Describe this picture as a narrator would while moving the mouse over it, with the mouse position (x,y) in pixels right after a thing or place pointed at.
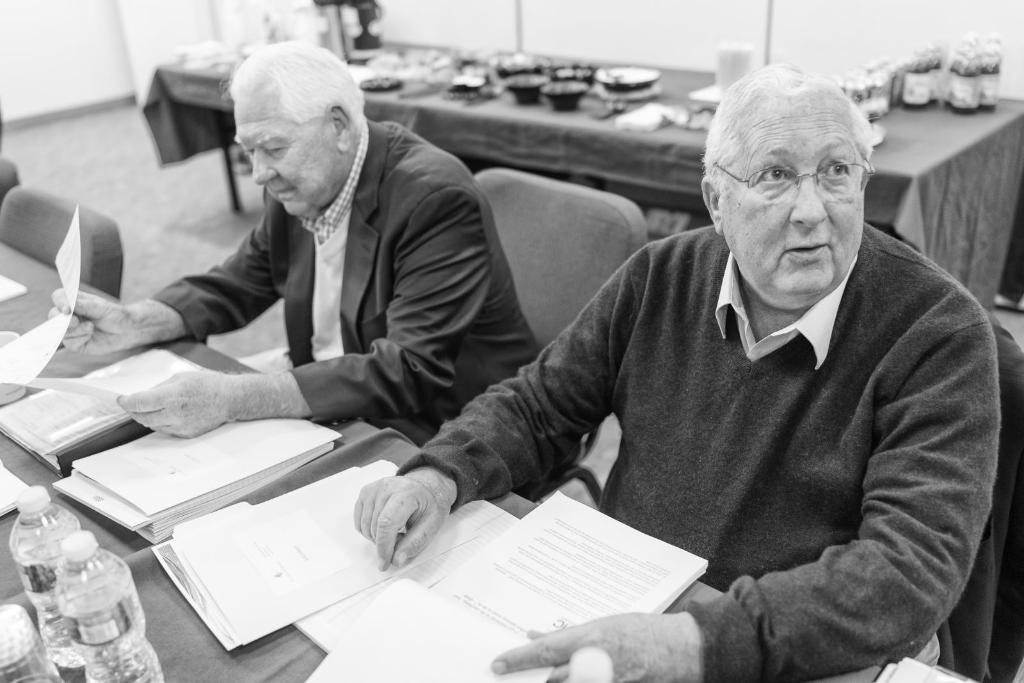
This picture is in black and white. In this picture, we see two old men (688,292) are sitting on the chairs (603,271). Beside them, we see two empty chairs (555,301). In front of them, we see a table (274,664) on which papers (317,553), books (120,465) and water bottle (26,557) are placed. Behind them, we see a dining table (544,126) on which bowls (532,91), plastic bottles (874,73) and some other things (655,77) are placed. In the background (614,14), we see a white wall (611,32) and this picture is blurred in the background (587,5).
